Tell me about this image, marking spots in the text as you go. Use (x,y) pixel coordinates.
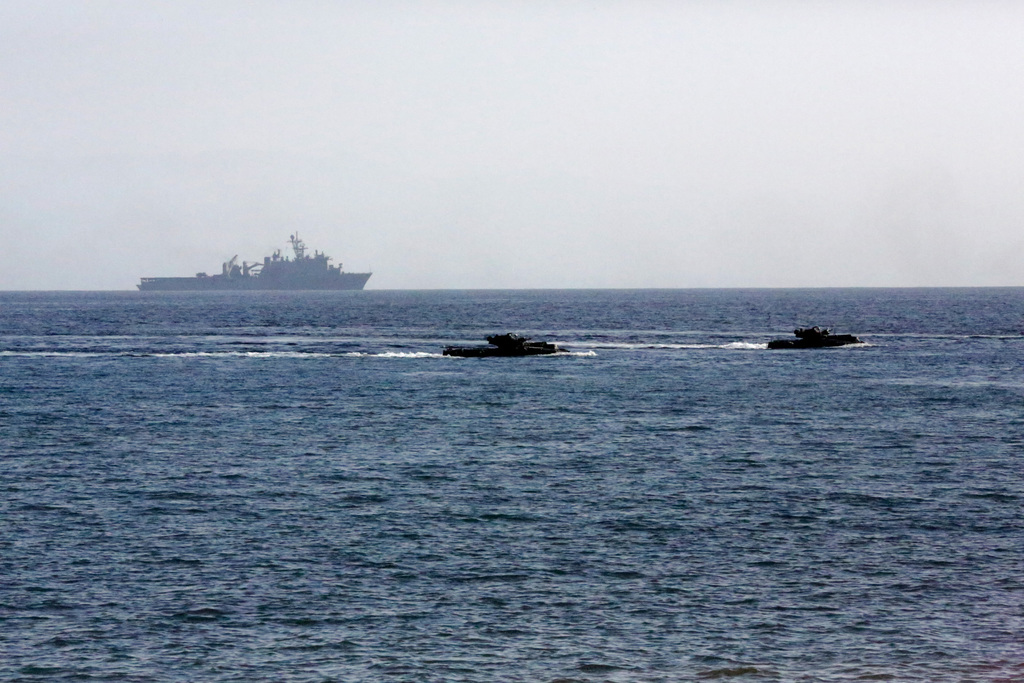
In this image I can see the boats (509,345) on the water (475,317). I can see the water (342,520) in blue color. In the background (459,161) I can see the sky (576,168).
